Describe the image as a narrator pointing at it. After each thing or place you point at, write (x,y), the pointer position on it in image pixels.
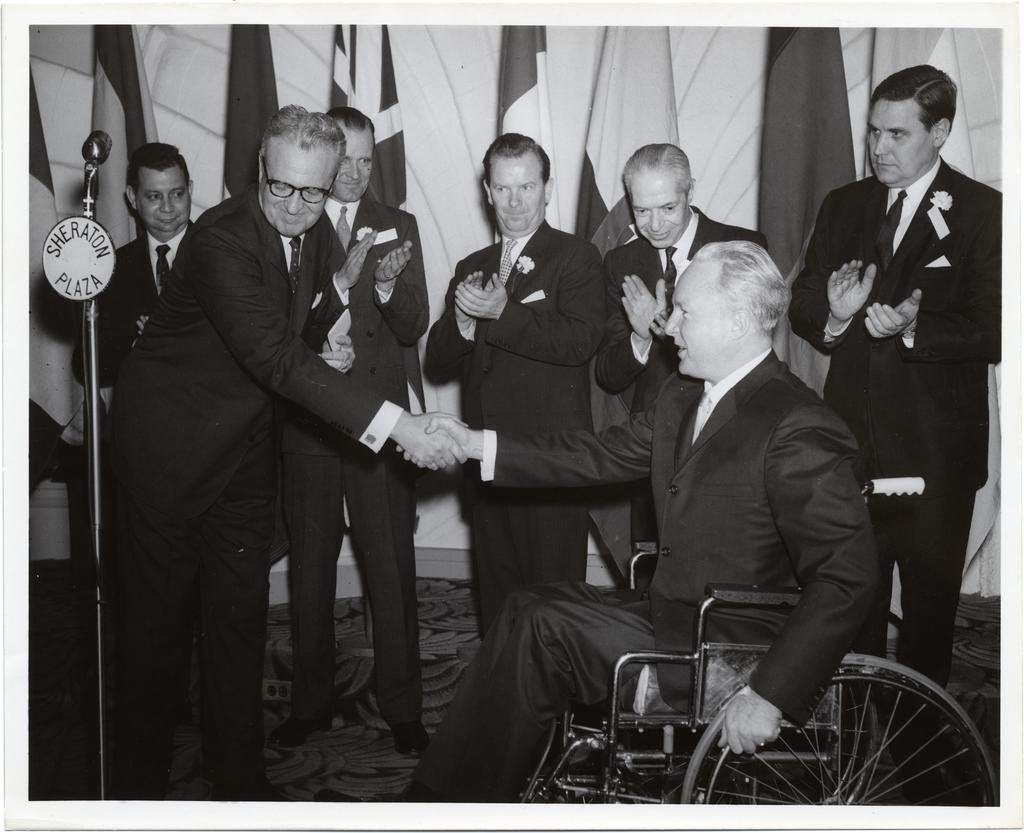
In the image we can see there are men (377,273) standing and one is sitting on the wheelchair (669,744), they are wearing clothes (331,535) and shoes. Here we can see the mic (87,150) to the stand (69,252) and behind them, we can see the flags (338,80).
